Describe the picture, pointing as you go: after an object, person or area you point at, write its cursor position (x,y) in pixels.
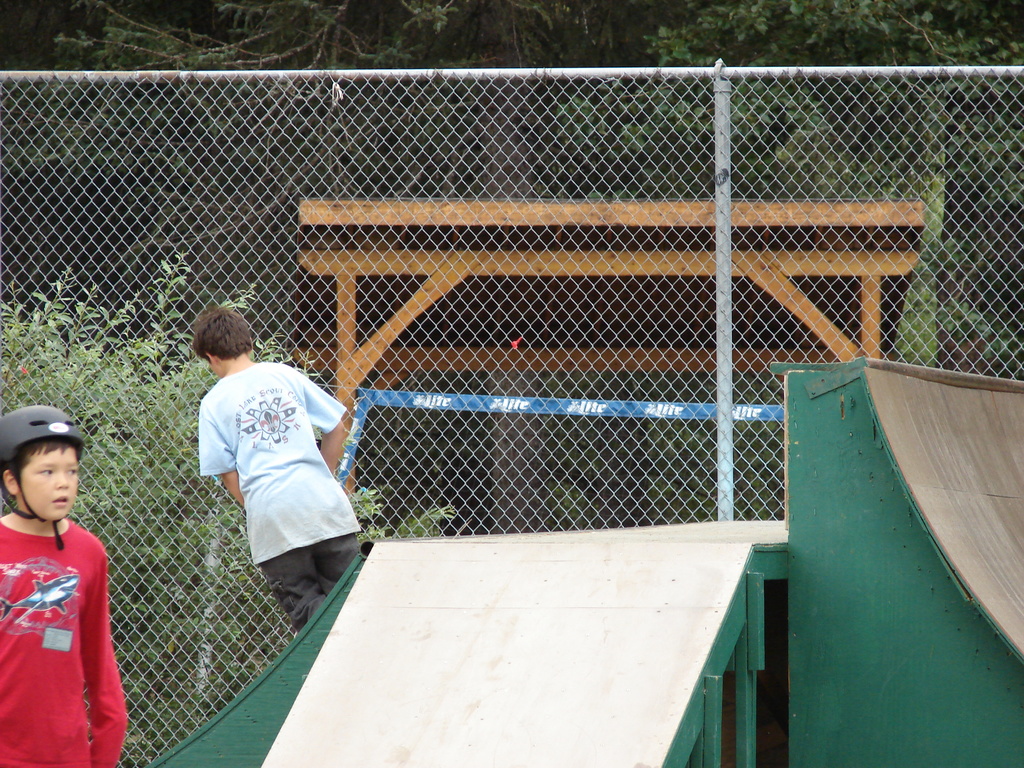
This is a picture taken in skate park (1012,605). On the left (251,458) there are two kids (251,502). In the center (394,272) there is a fencing (651,272), outside the fencing (397,271) there are trees (201,384) and wooden frames (771,223).
